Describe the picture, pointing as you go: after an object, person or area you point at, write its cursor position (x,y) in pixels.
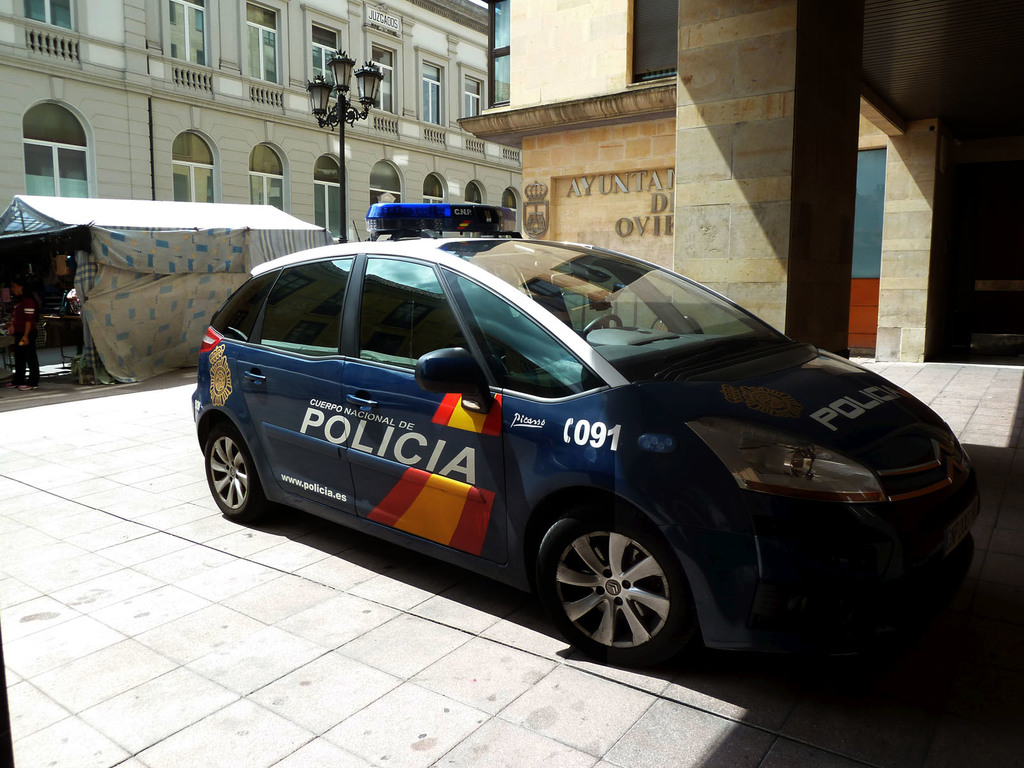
In this image there is a car (517,465) parked. There are numbers (601,434) and text (390,425) on the car (353,426). Behind the car (385,408) there is a shed (180,243). There is a person (31,343) standing near to the shed (256,259). Beside the shed (234,276) there is a street light pole (315,103). In the background (187,55) there are buildings (84,86). To the right (743,168) there are pillars (840,200) of a building (841,220). Beside the pillars (690,216) there is text (657,187) on the building (626,215).
